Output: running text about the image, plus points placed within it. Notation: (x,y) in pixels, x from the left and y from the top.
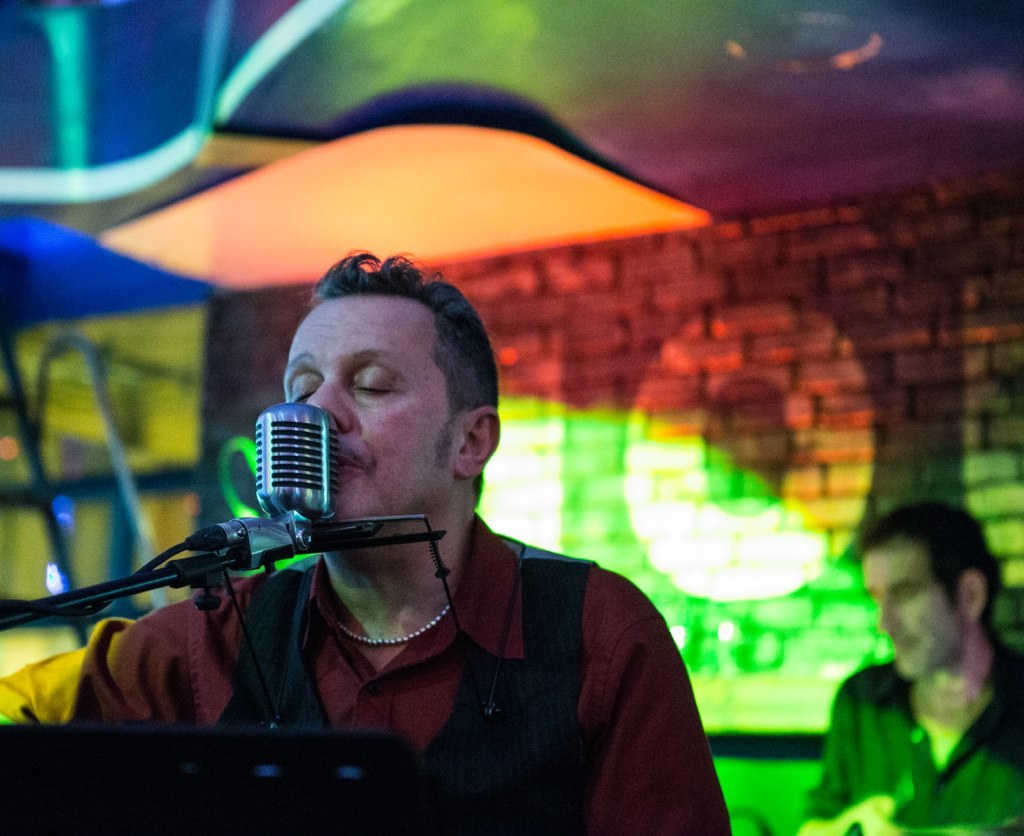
In the center of the image (361,370) we can see a person (390,425) sitting at the mic (307,461). In the background (886,707) there is a wall (656,488), ceiling (718,187), and a person (920,721).
